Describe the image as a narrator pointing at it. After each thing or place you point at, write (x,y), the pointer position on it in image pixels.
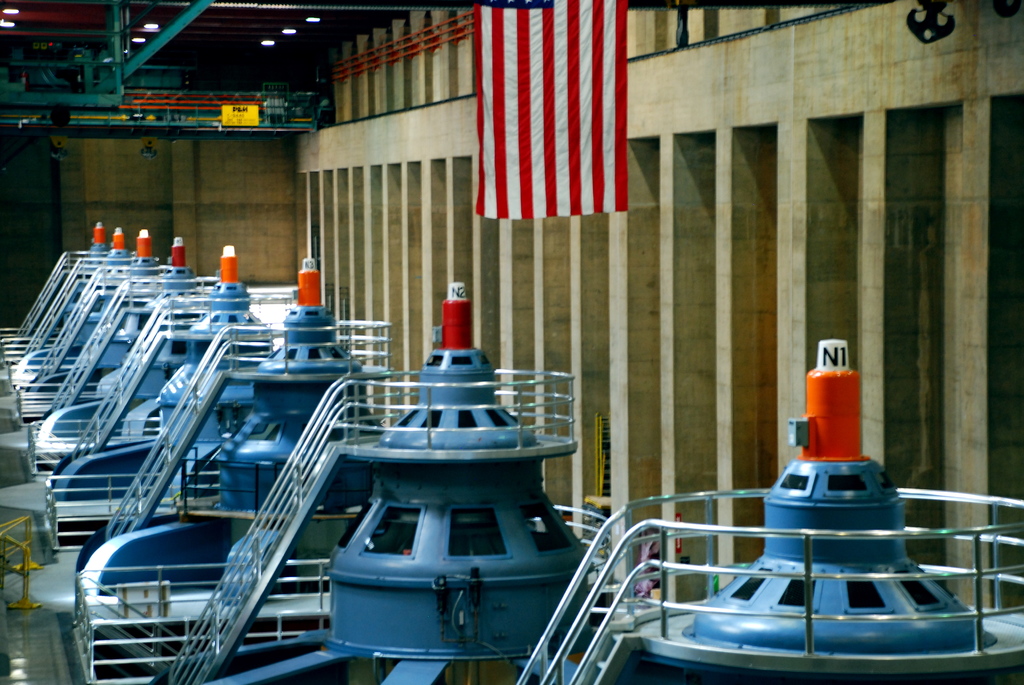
In this image there are few machines (261,493). At the top (523,47) there is a flag (513,130) hanging.
